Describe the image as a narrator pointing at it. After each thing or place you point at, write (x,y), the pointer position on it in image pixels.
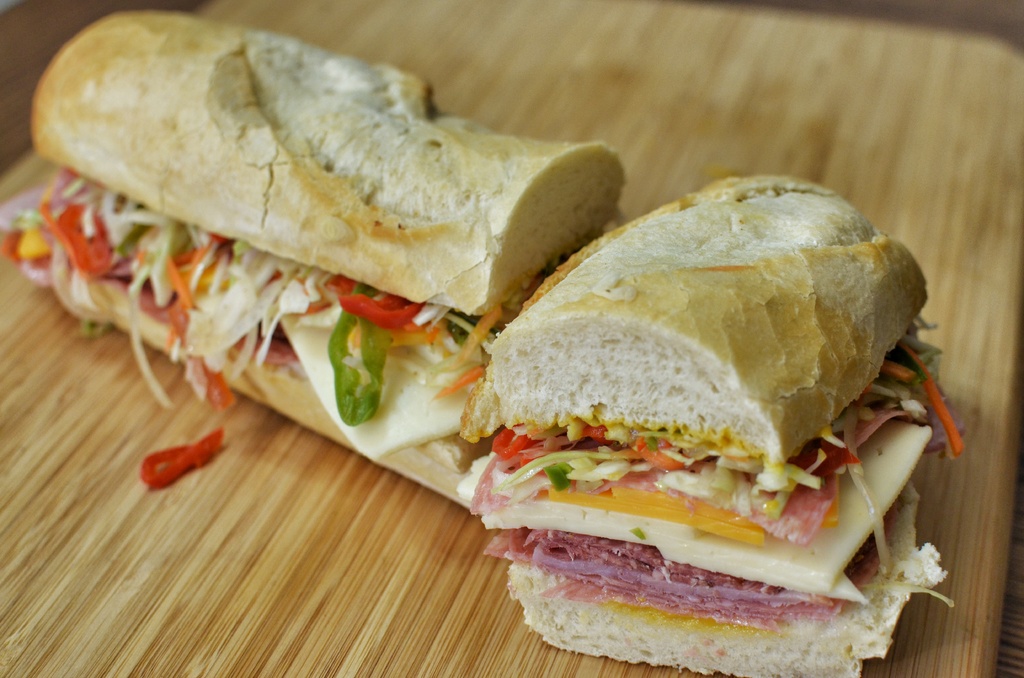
In this image there are two slices of sandwich (421,339) on the wooden board (295,500).
